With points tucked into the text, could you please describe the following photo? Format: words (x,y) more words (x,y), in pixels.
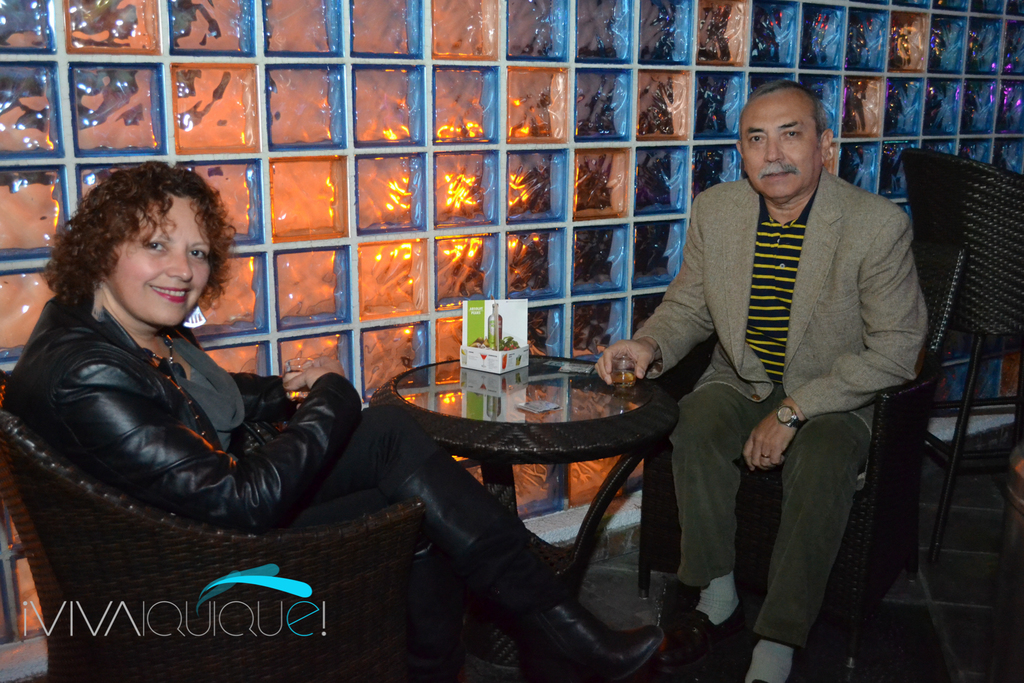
In this picture we can see a woman (230,377) and a man (731,422) sitting on the chairs (869,561). This is table (608,483). On the table (555,385) there is a box (510,314). And this is the wall (573,103).
